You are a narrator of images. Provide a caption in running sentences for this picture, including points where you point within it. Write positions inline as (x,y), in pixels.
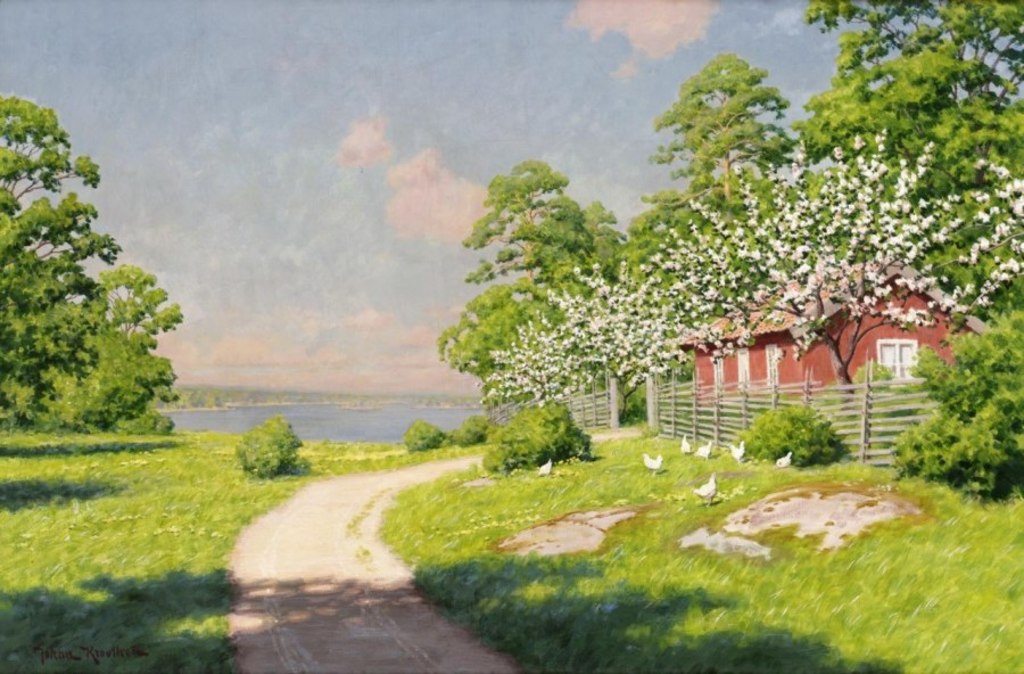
In the picture we can see a path (394,658), on the other side of the path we can see a grass (136,555), plants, trees (892,117), house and railing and in the background (24,88) we can see water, and sky (365,247) with clouds (448,197).
